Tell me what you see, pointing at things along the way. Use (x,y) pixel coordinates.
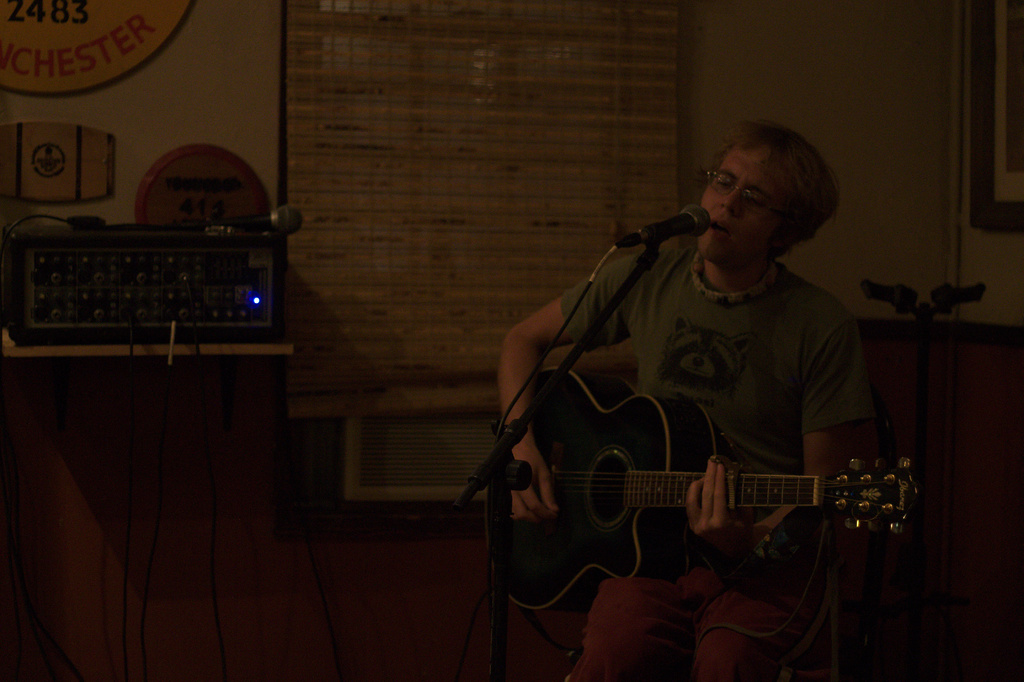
In this image there is a man (800,544) who is holding the guitar (549,458) with his hand (540,506) and mic (679,232) in front of him. At the background (114,259) there is an amplifier (108,331) and a mic (225,222) on it and a curtain (367,171) beside him.
